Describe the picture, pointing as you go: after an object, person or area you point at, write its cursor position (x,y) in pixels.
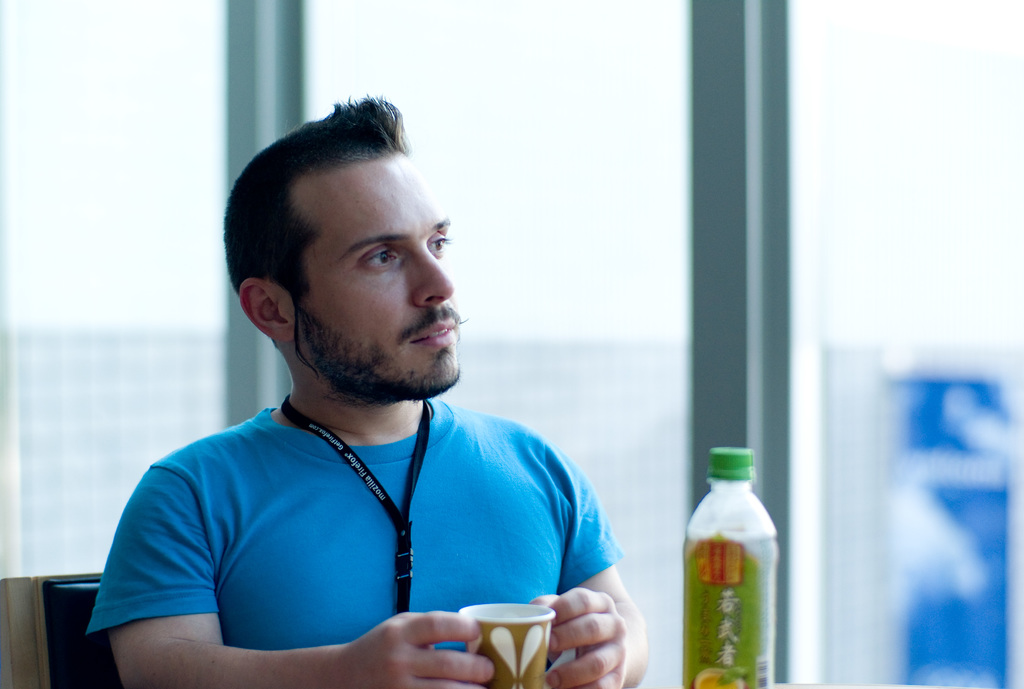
In this image there is a person (306,376) with blue t-shirt (429,533) sitting on a black chair (77,576) and he is holding a cup (534,624). At the front (733,575) there is a bottle (708,599) which is labeled with green color.
